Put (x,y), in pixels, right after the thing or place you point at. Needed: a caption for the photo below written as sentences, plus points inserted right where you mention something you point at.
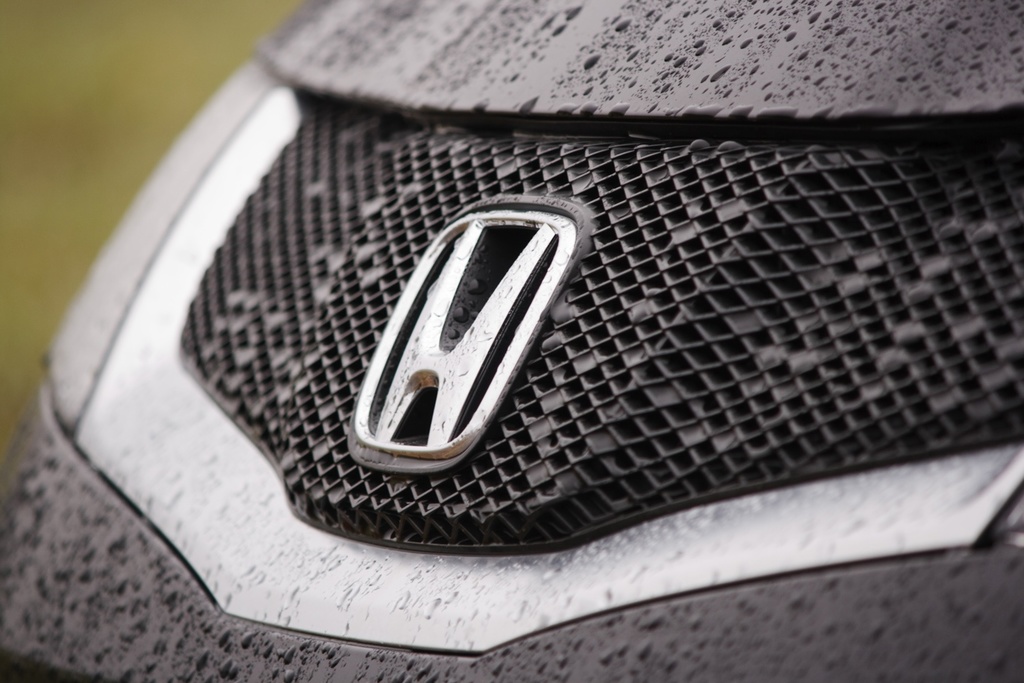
In this picture we can see the logo (398,350) and water droplets (601,44) on a vehicle (118,398) and in the background (97,148) it is blurry.
